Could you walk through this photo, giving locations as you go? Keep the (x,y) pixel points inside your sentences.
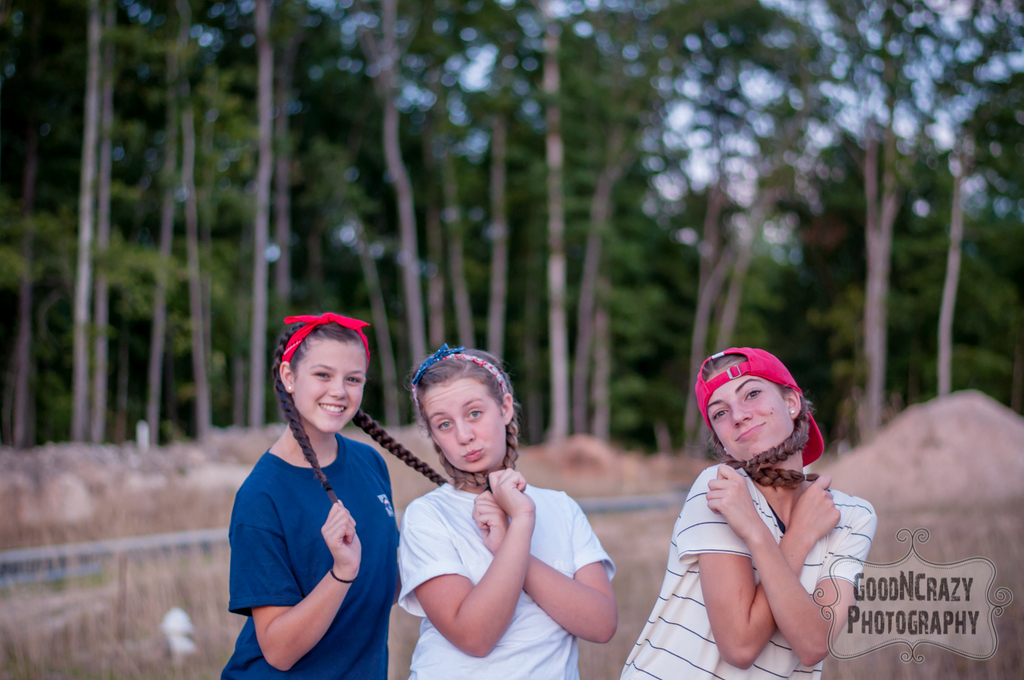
In this image in front (690,538) there are three persons (700,530). Behind them there are rocks (965,449). There is a metal rod (160,545). In the background of the image (345,224) there are trees (754,140) and sky (926,105). There is some text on the right side of the image (893,583).
